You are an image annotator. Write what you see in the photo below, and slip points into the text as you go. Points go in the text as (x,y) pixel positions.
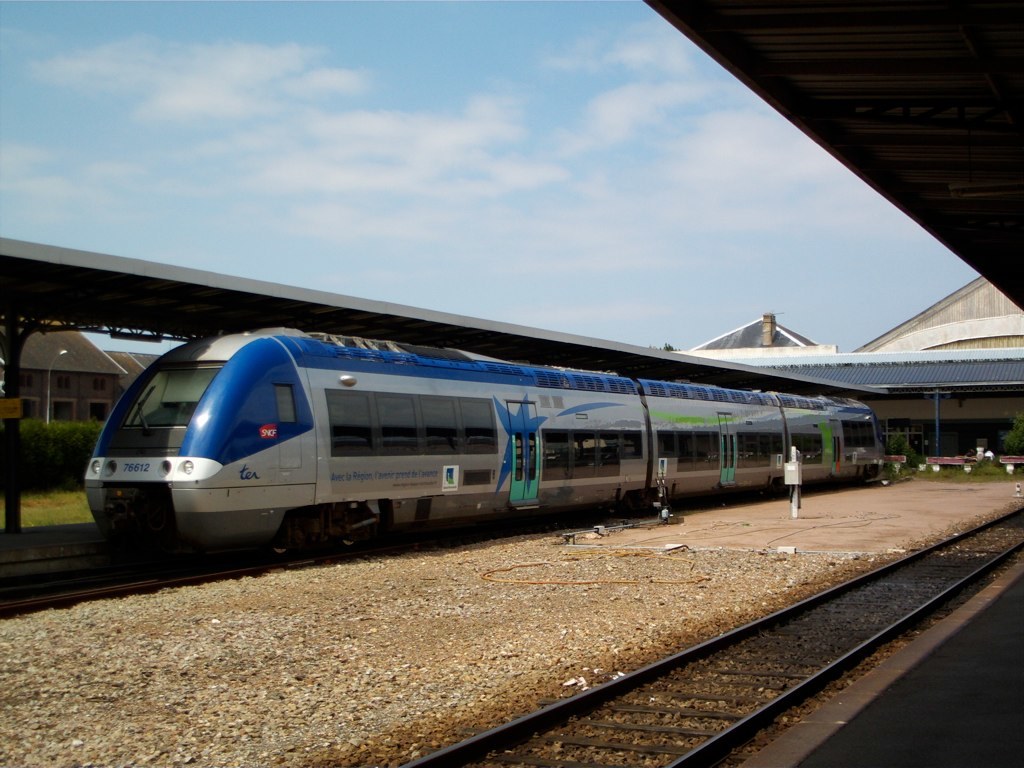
In this image I can see the train (284,498) on the track (258,565). The train (271,532) is in blue and silver color and I can also see the shed (687,357), background (68,355) I can see few buildings (113,365) and the light pole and the sky (305,177) is in blue and white color.
